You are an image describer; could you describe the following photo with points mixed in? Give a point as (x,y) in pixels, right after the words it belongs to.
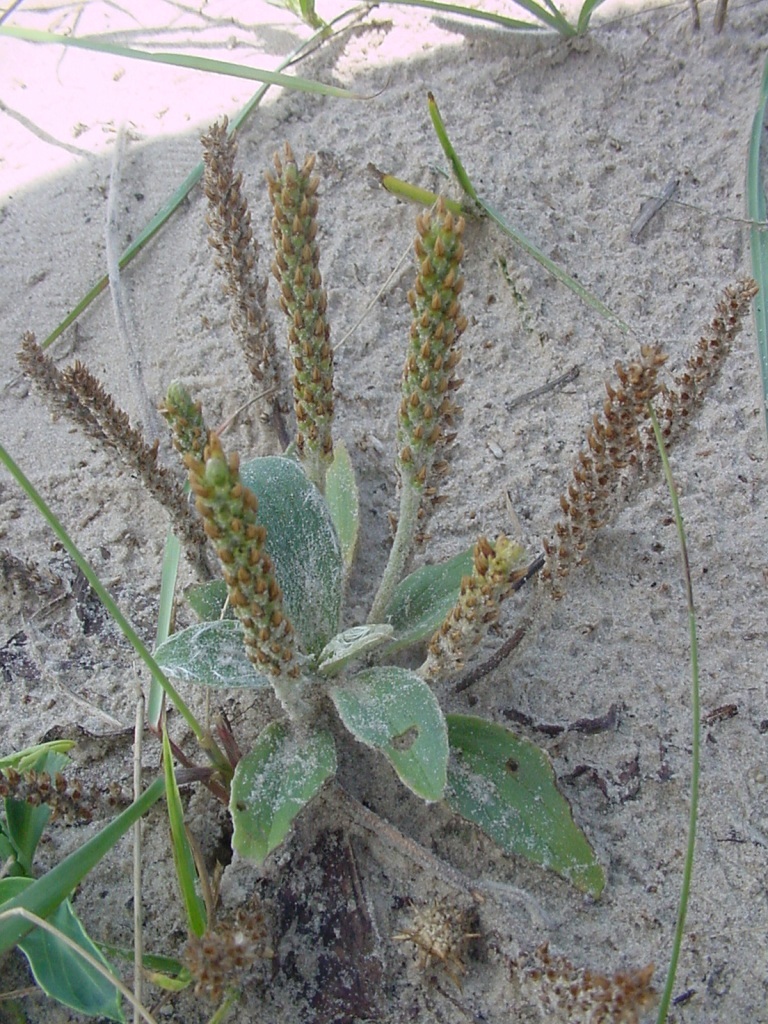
In this image I can see a plant (249,762) on the ground (656,709). Here I can see the mud (622,200). The leaves (284,531) are in green color and also I can see some buds (311,348) to this plant (310,622).
